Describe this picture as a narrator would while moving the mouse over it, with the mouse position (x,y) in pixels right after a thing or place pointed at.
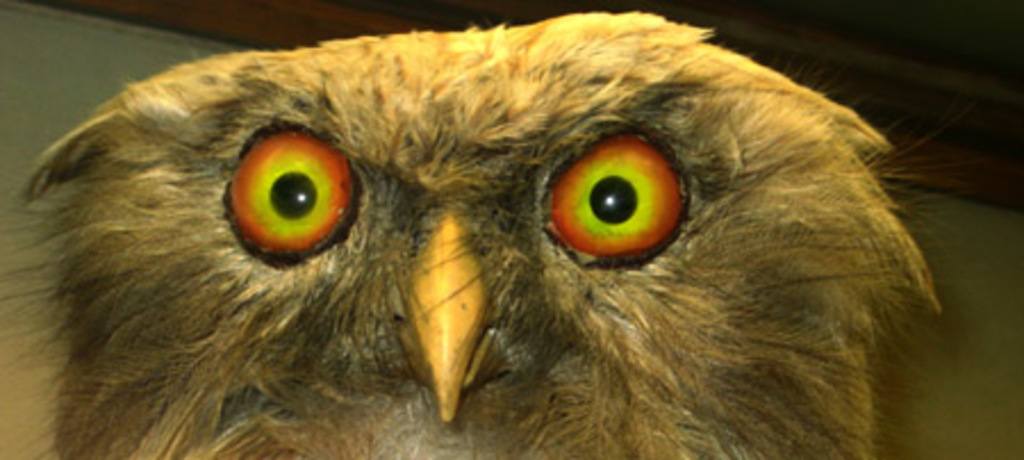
We can see owl (218,64). In the background (218,45) we can see wall (960,269).
